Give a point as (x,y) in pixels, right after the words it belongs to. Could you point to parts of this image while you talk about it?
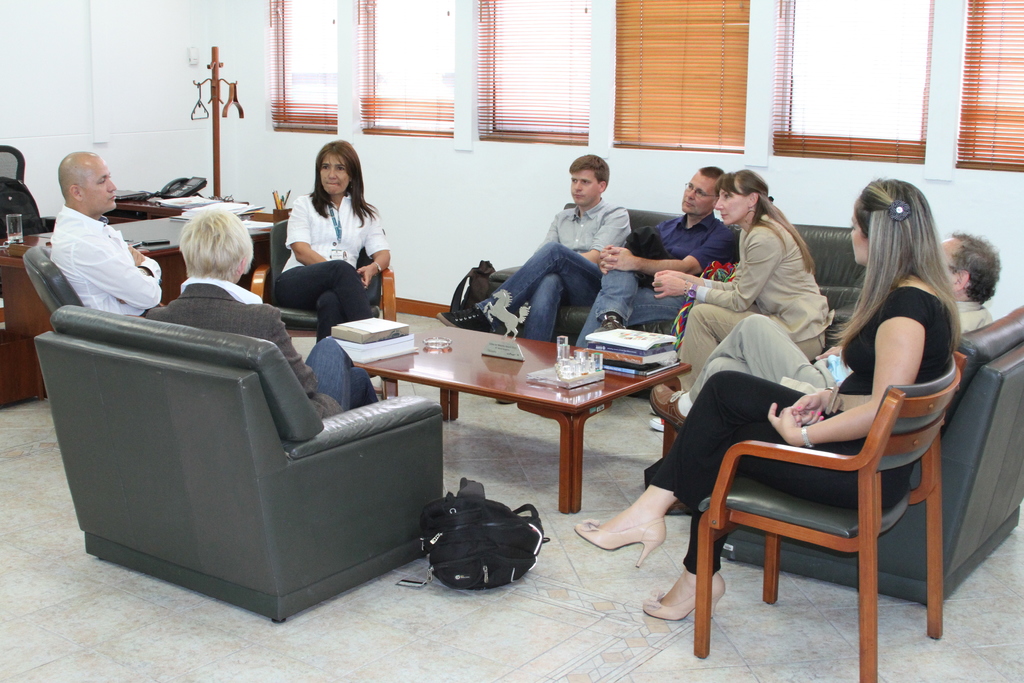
A group of people (678,436) are sitting together on these sofa chairs (976,390), chairs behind them there is a window (447,89).
